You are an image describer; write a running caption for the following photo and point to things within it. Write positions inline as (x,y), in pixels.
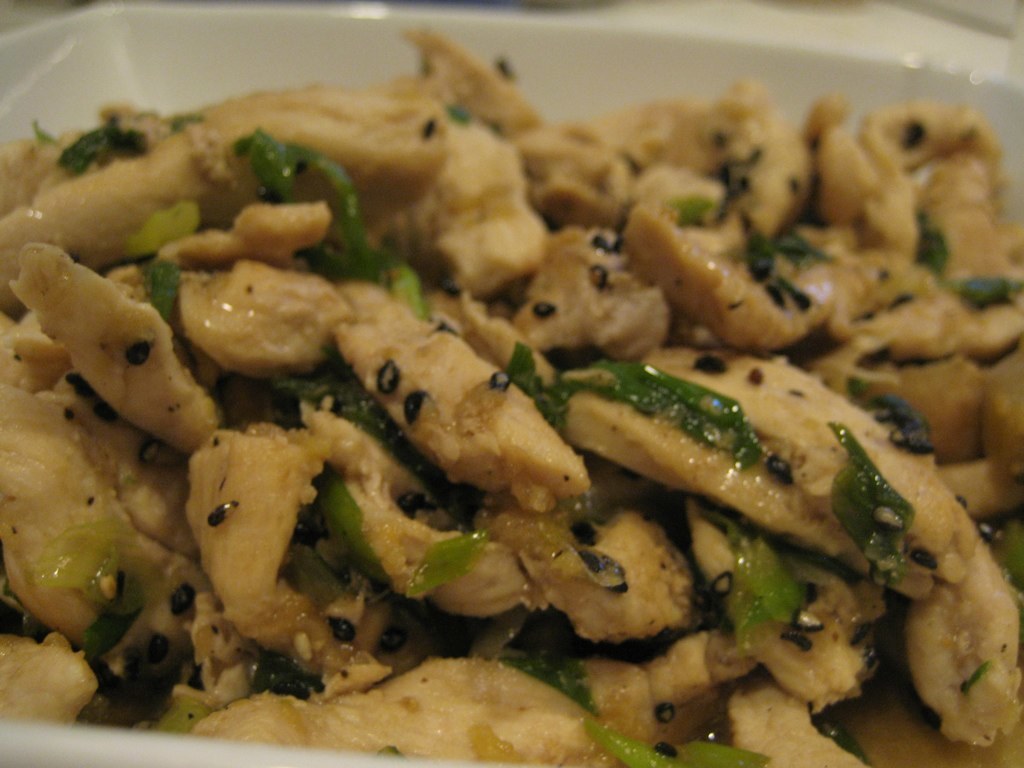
In this picture we can see food (185,422) in a bowl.
